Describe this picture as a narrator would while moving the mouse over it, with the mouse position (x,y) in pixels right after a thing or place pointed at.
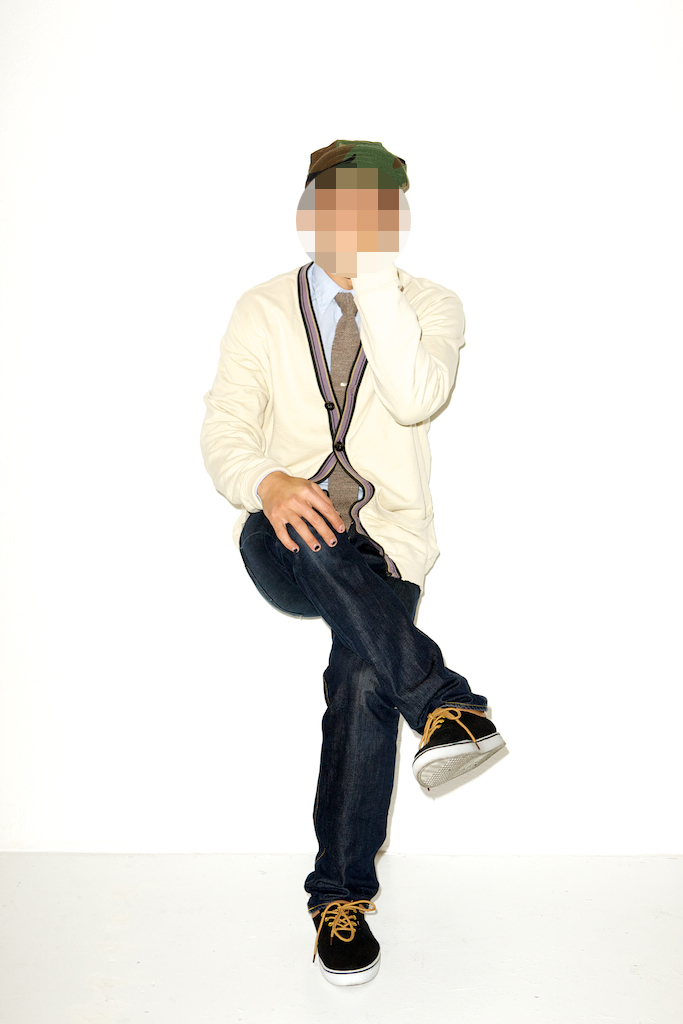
In this picture there is a person (381,421) who is hiding his face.
